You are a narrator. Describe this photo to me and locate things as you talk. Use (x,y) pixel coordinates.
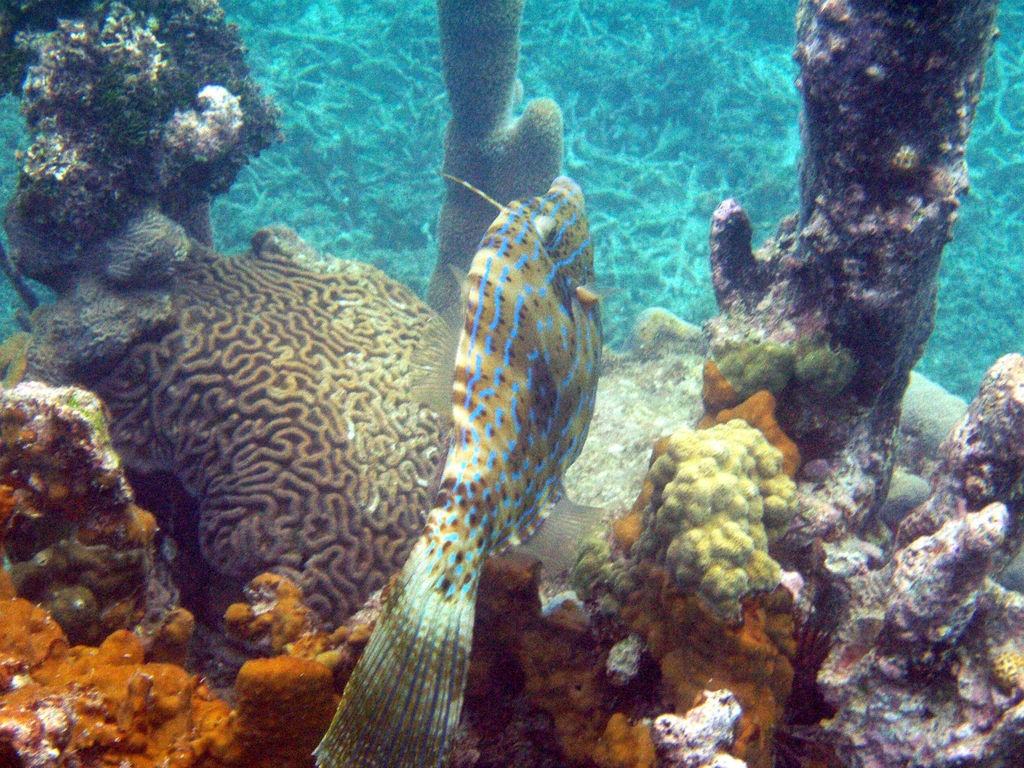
In the foreground (187,670) I can see a fish (446,730) and some marine species (406,508) in the blue color water (632,186). This image is taken may be in the ocean (676,312).
